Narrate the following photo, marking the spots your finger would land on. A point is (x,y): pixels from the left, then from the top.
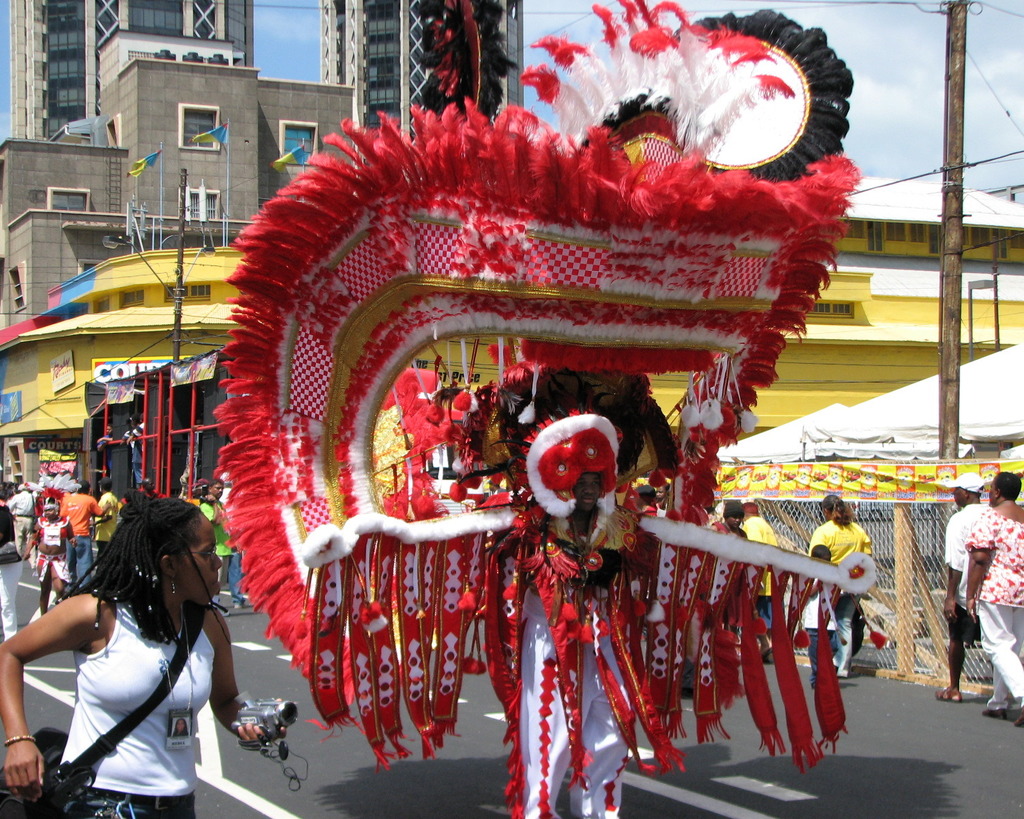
In this picture we can see some people (237,559) are standing and some people (615,551) are walking, a person (584,619) in the middle (610,397) is wearing costumes (605,435), on the right side (893,598) there is fencing (874,528) and a pole (949,433), in the background (410,70) we can see buildings (387,65), flags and boards (128,376), there is the sky (915,43) at the right top of the picture (890,16), a woman (137,683) at the left bottom (229,649) is holding a camera (272,724) and carrying a bag (127,719).
